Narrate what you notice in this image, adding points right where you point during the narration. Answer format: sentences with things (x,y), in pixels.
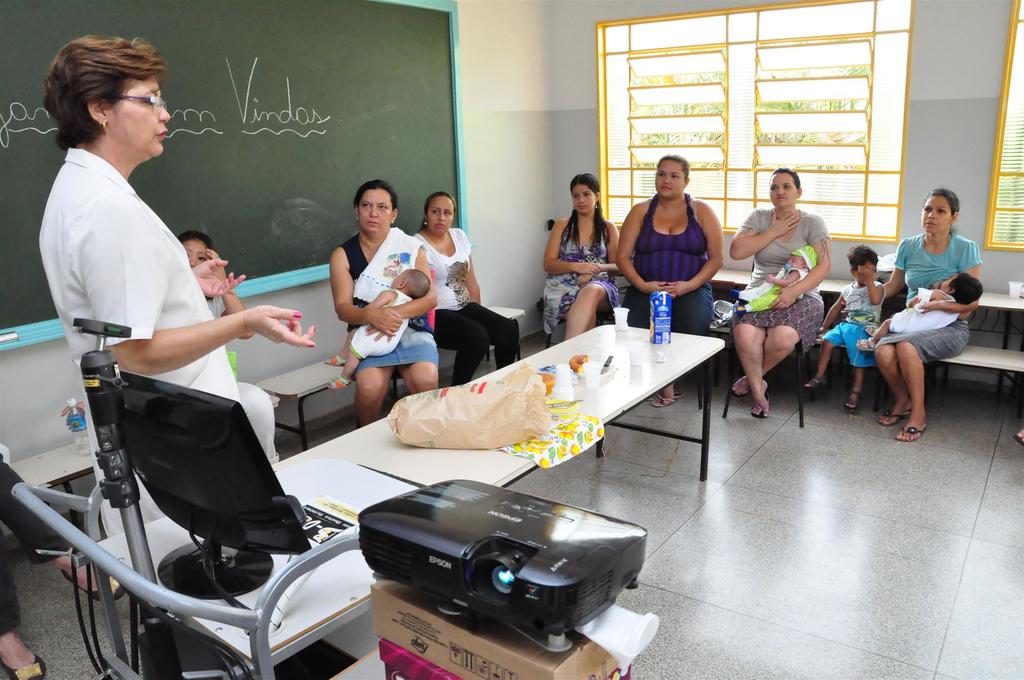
In this image, we can see a group of people (957,248). Few people (957,248) are sitting on the benches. Here three women (420,348) are holding babies (944,324). On the left side of the image (213,340), a woman (102,307) is standing. Here there is a table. On top of that there are so many things (594,385) and objects (456,396) are placed. At the bottom of the image (567,570), we can see a projector (539,590) on the carton box (584,665). Here there is a floor (762,596). Background (535,218) we can see board (350,135), wall (534,152) and windows (729,130). On the left side (12,635) bottom corner, we can see a person's legs (9,649).
